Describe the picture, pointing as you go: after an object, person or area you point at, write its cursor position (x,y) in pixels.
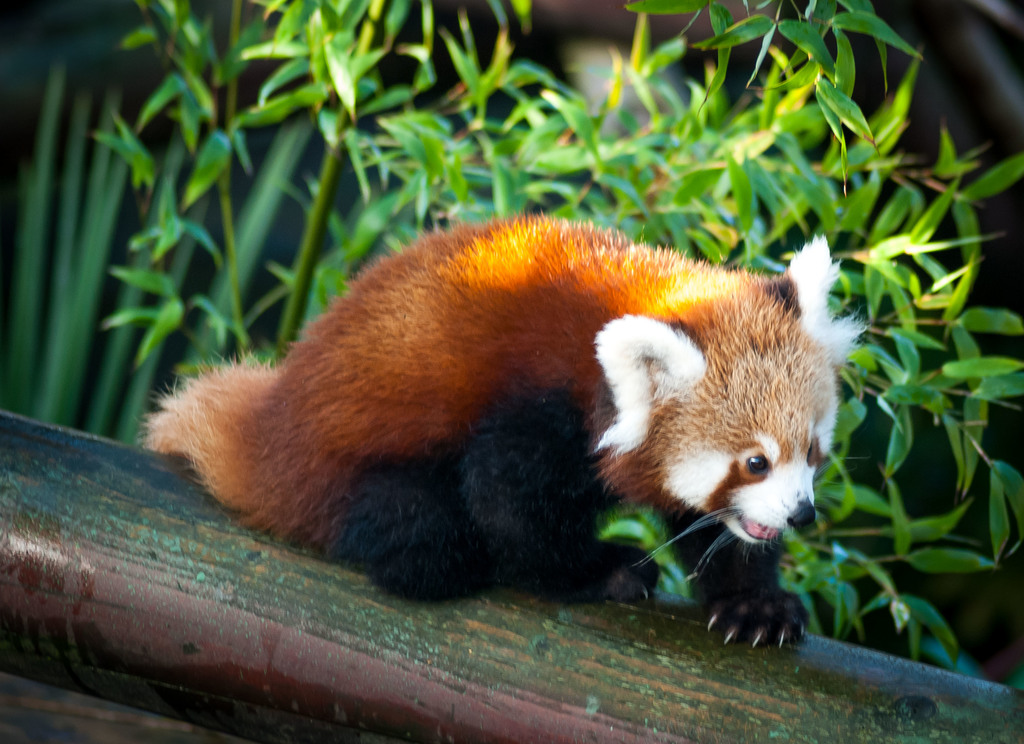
In this image there is Red Panda (472,505) on the surface (340,646), there are plants (846,196).
